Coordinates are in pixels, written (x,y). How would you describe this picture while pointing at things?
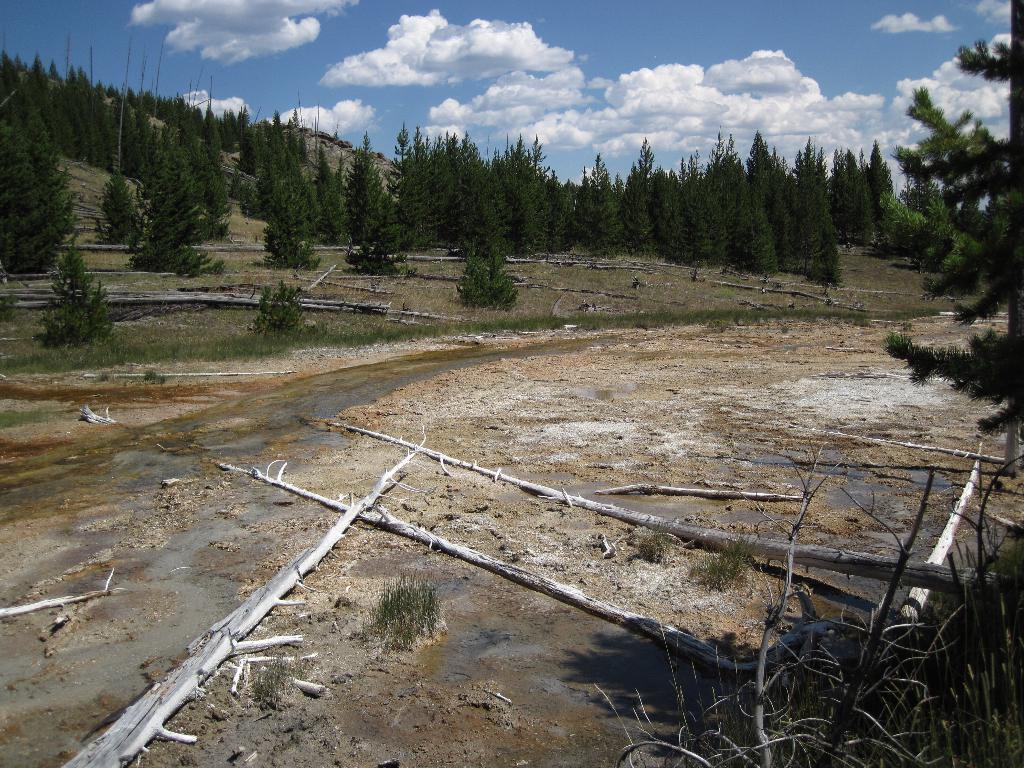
In this picture we can see there are branches (278,460) and water (260,428) on the path (432,381). Behind the branches (358,309) there are trees (95,144) and a sky (447,65).
